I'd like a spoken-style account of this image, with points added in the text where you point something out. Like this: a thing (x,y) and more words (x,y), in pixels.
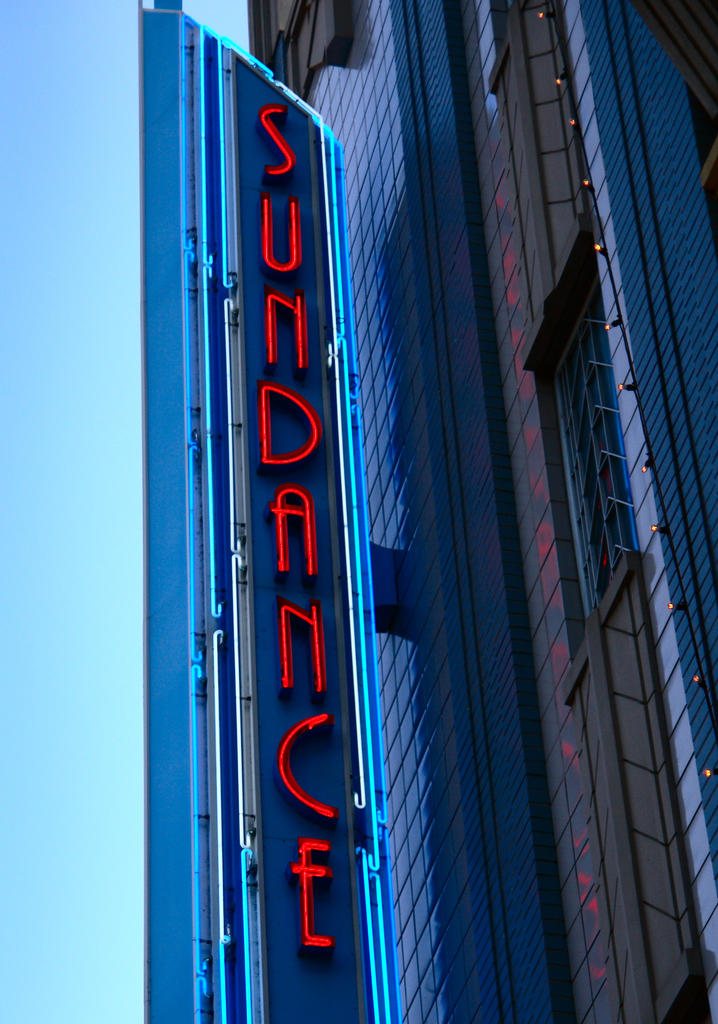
In this image we can see board (195,562), glass building (385,119) and the sky (92,1001) in the background (55,327).
